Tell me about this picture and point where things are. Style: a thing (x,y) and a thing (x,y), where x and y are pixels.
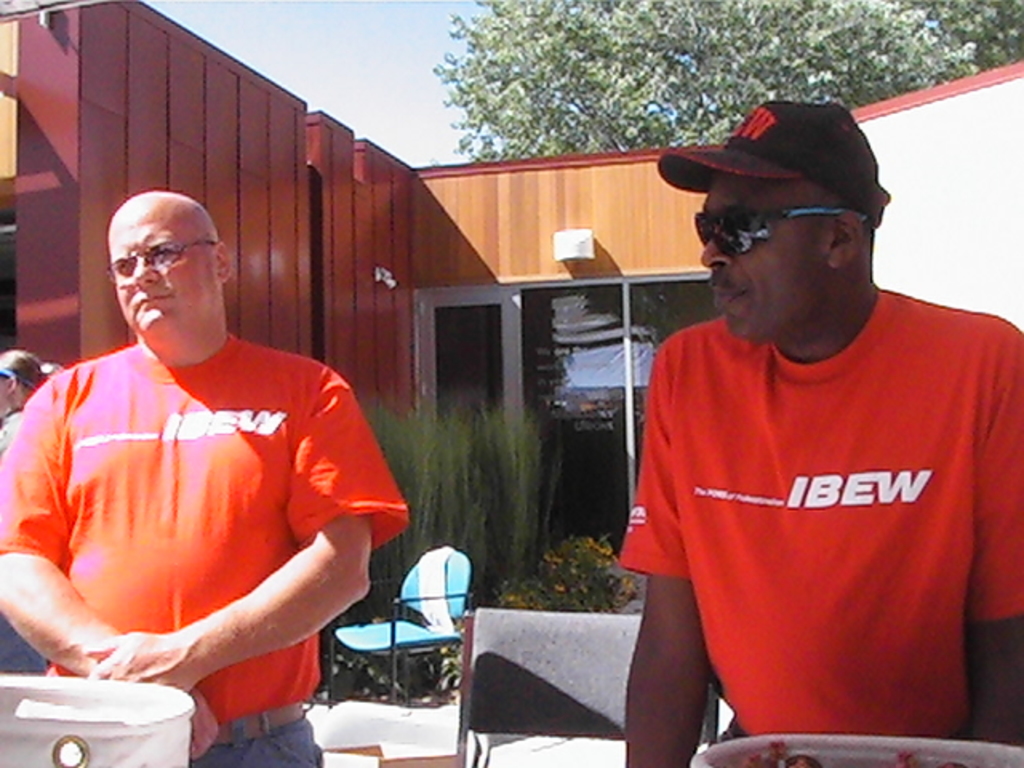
In this image there are some persons (212,562) standing in middle of this image (346,479) is wearing red color t shirt (372,511). There is a chair (476,668) at bottom middle of this image (491,636) and there is a building (447,330) in the background (457,309). There is glass door (484,394) in middle of this image (584,359) and there is a tree (704,35) at top right side of this image (729,18) and there is a sky (341,34) at top of this image (343,56).
